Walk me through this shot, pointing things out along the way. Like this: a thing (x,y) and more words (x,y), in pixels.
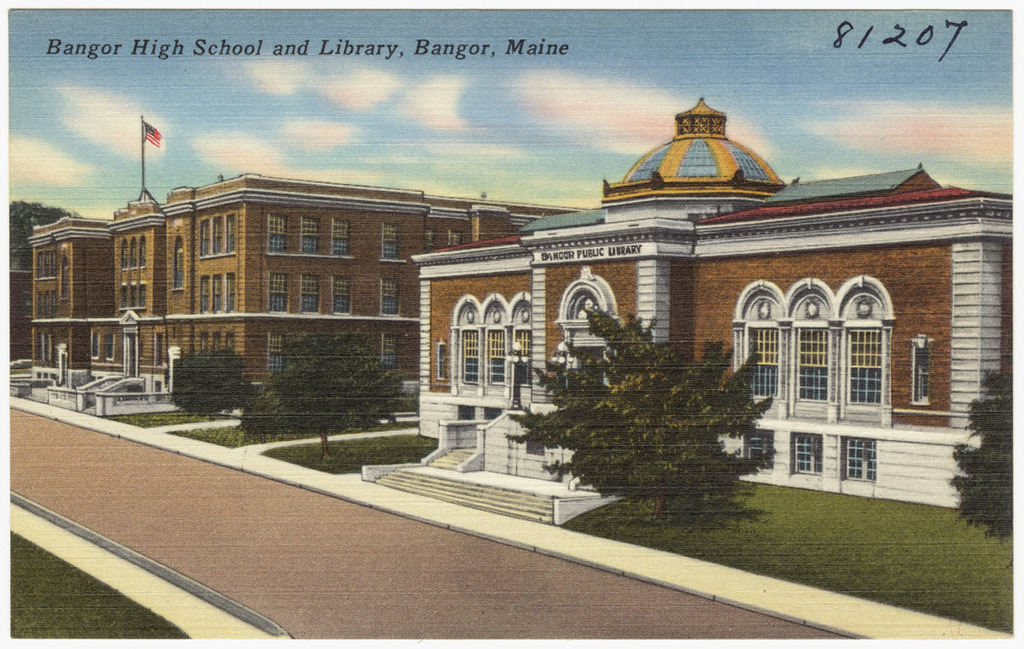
In this picture we can see a paper (206,255) and on the paper (171,253) there are buildings (173,269), trees (736,442) and on the building (142,207) there is a pole (144,128) with a flag (150,134) and in front of the buildings (165,279) there is a path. Behind the buildings (303,257) there is a sky (511,78) and on the image it is written something.
